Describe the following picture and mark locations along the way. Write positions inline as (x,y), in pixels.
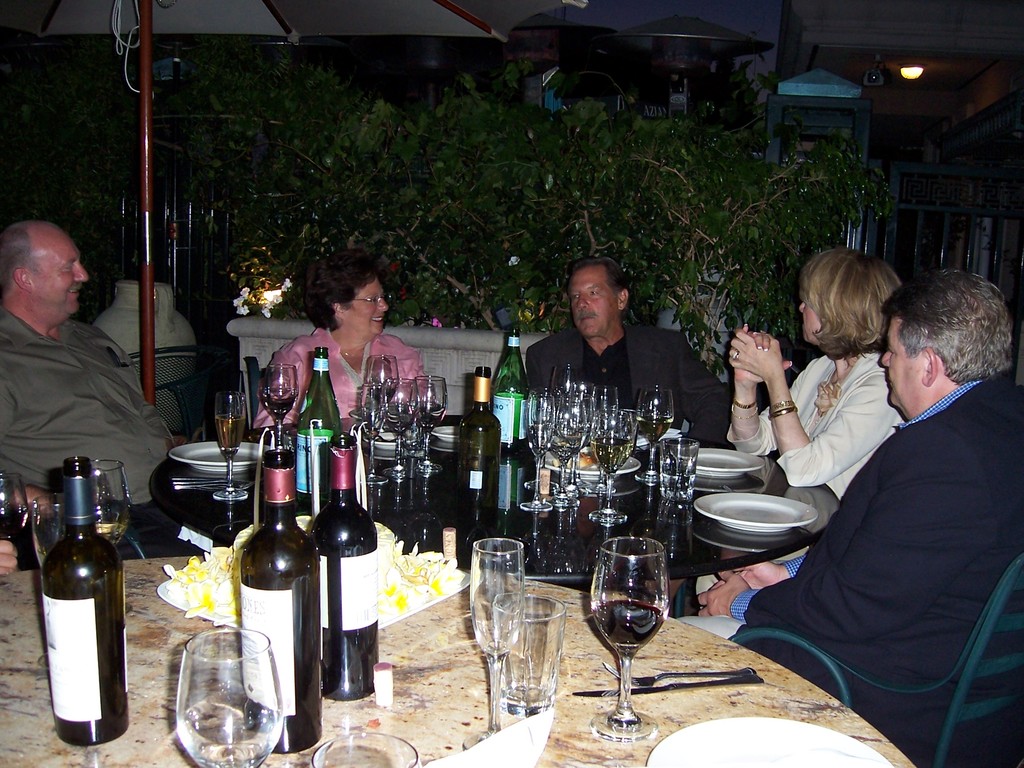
As we can see in the image there are trees (541,162), few people (882,354) sitting on chairs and there is a table (418,698). On table (396,520) there are bottles (330,604), glasses (541,595), fork (674,673), knife (650,694), plates (776,749) and tissues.
